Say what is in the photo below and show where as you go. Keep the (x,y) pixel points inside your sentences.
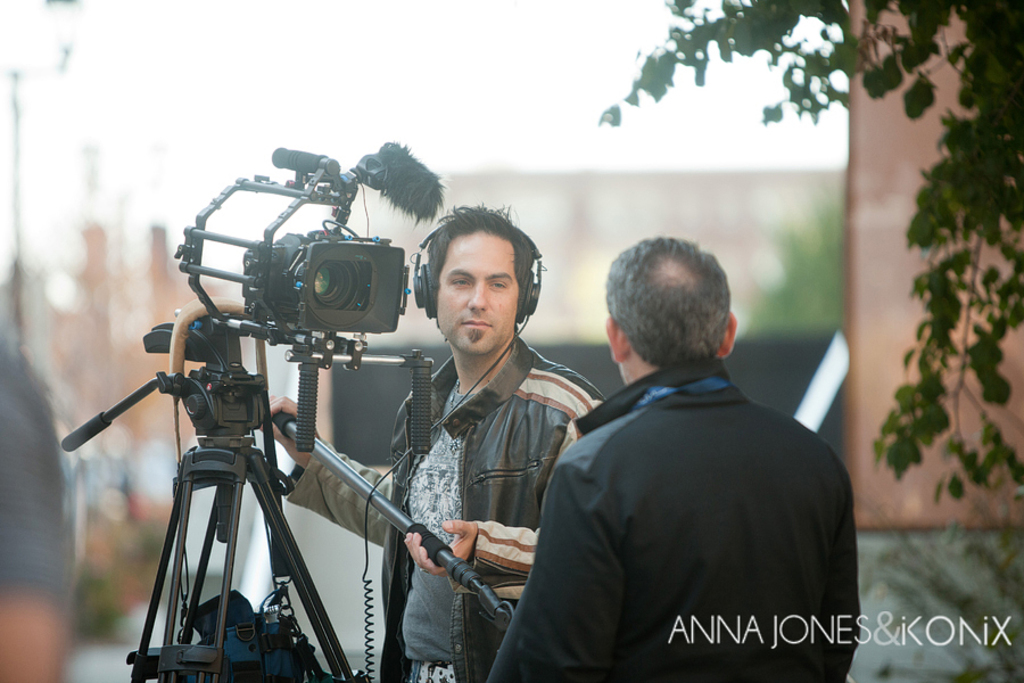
There is a person (457,424) standing wearing a black jacket (471,479) and also he is holding a boom pole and also he is wearing a headset (526,291) looking on to a man (570,509) wearing black jacket (687,464). In the background (933,21) there is a branch (960,172) of a tree (942,410).
